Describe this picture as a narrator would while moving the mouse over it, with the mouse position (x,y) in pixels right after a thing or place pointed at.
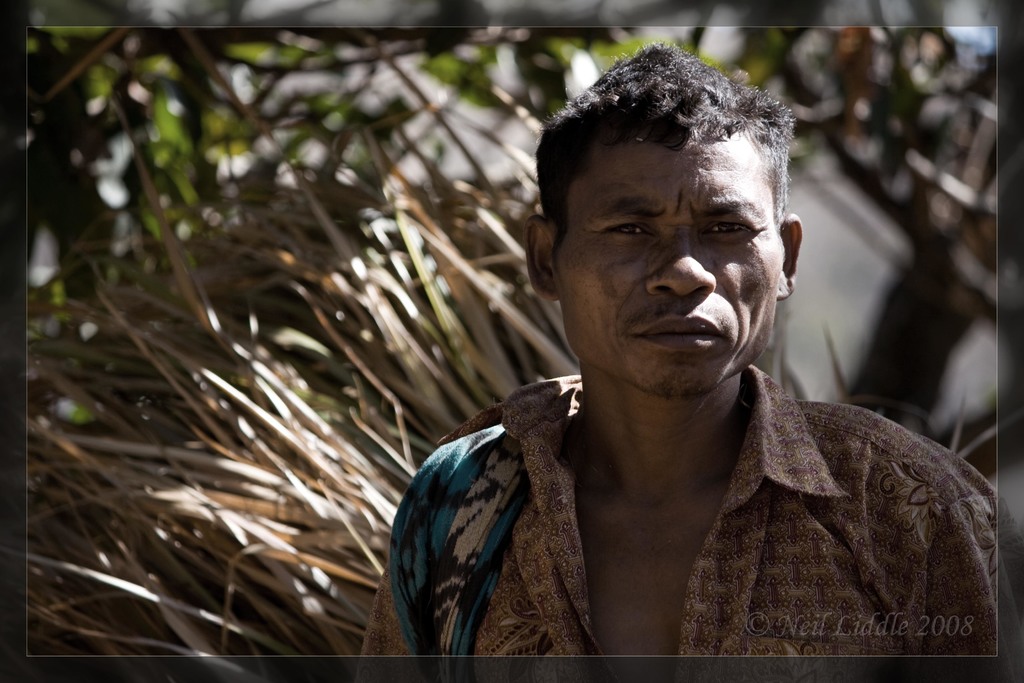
On the right side of the image (720,385) we can see a man (714,482), in the bottom right hand corner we can see some text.
